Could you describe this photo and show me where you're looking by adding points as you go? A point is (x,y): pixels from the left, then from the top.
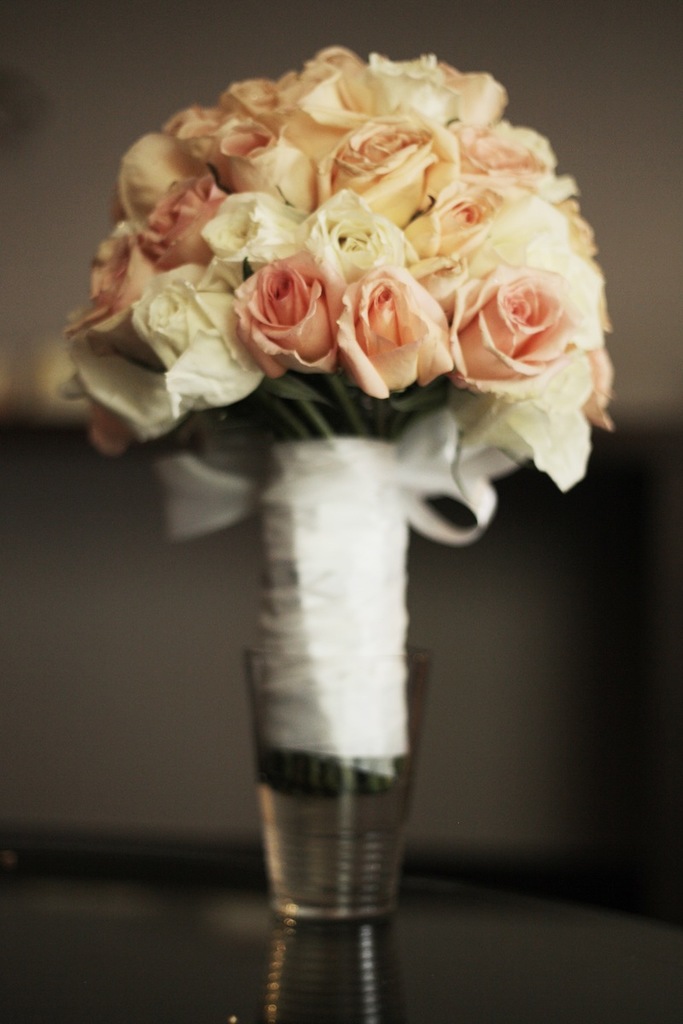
In this image we can see a flower bouquet (288,459) with a ribbon (381,452) in a glass (302,681). In the background (597,775) it is blur.
